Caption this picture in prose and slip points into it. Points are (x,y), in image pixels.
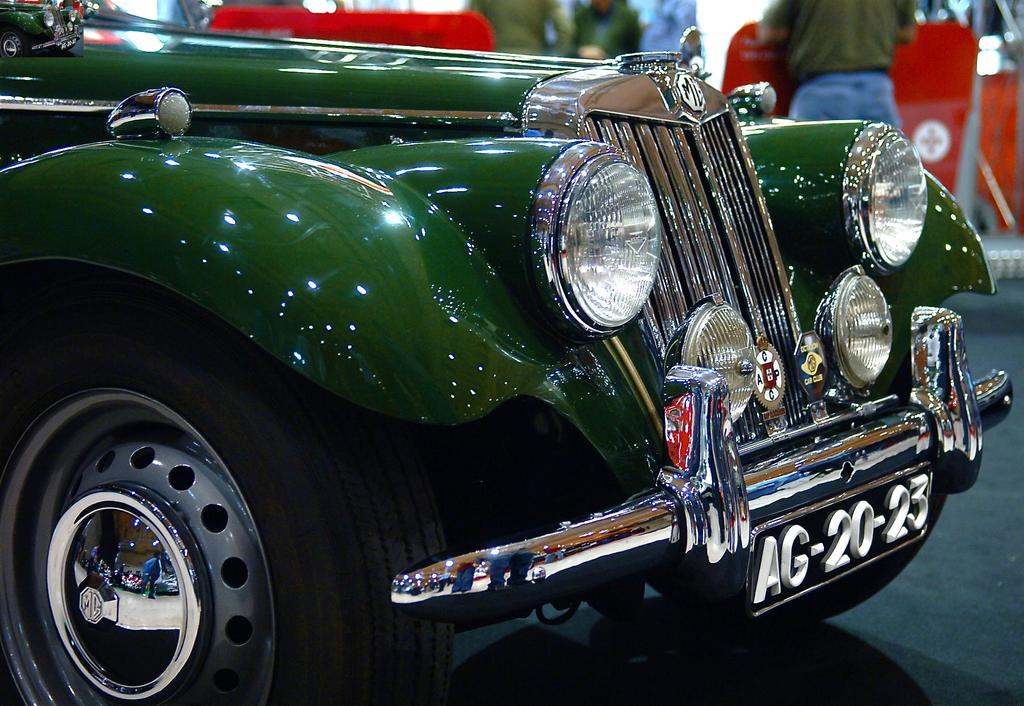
In this image I can see a green colour vehicle (325,374) and here I can see something is written. I can also see few people (796,81) in background (803,54) and I can see this image is little bit blurry from background (944,115).
